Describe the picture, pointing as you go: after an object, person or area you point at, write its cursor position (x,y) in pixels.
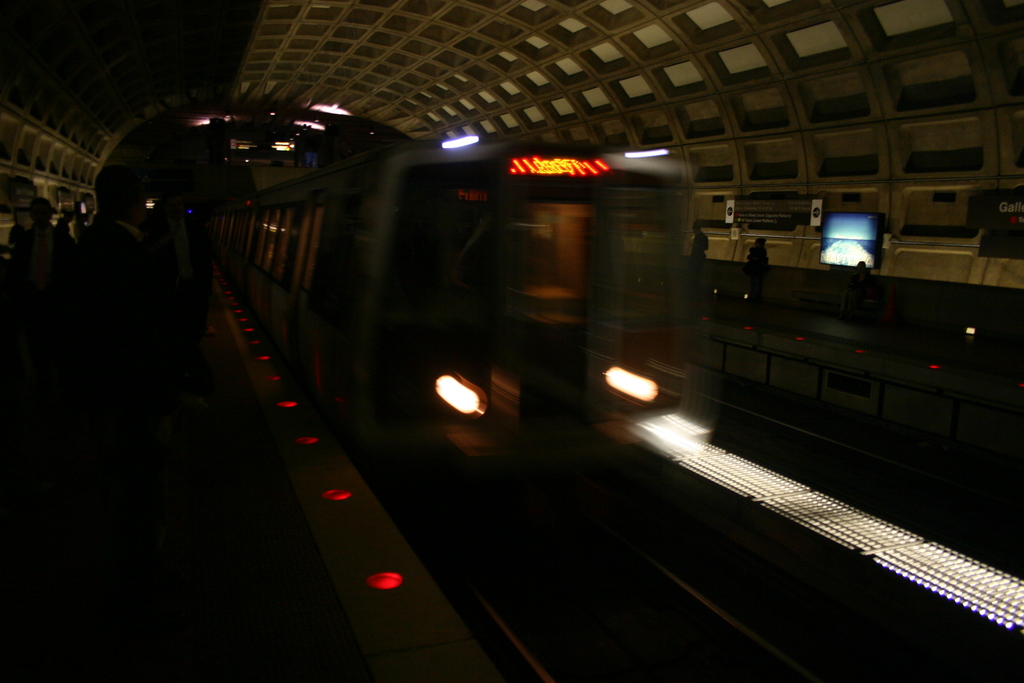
In this image there is a tunnel (564,35), in that tunnel (720,136) there is a train (311,203) moving on a track (615,557).
